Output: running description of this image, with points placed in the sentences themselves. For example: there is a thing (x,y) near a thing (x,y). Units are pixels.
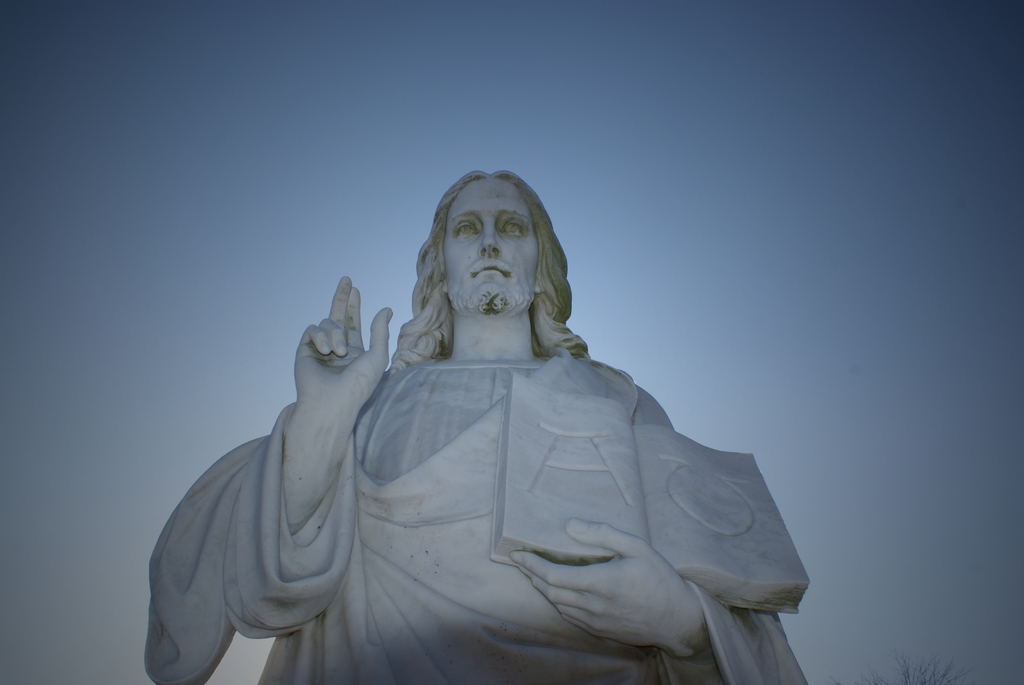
In this image, we can see a sculpture (473,451).
